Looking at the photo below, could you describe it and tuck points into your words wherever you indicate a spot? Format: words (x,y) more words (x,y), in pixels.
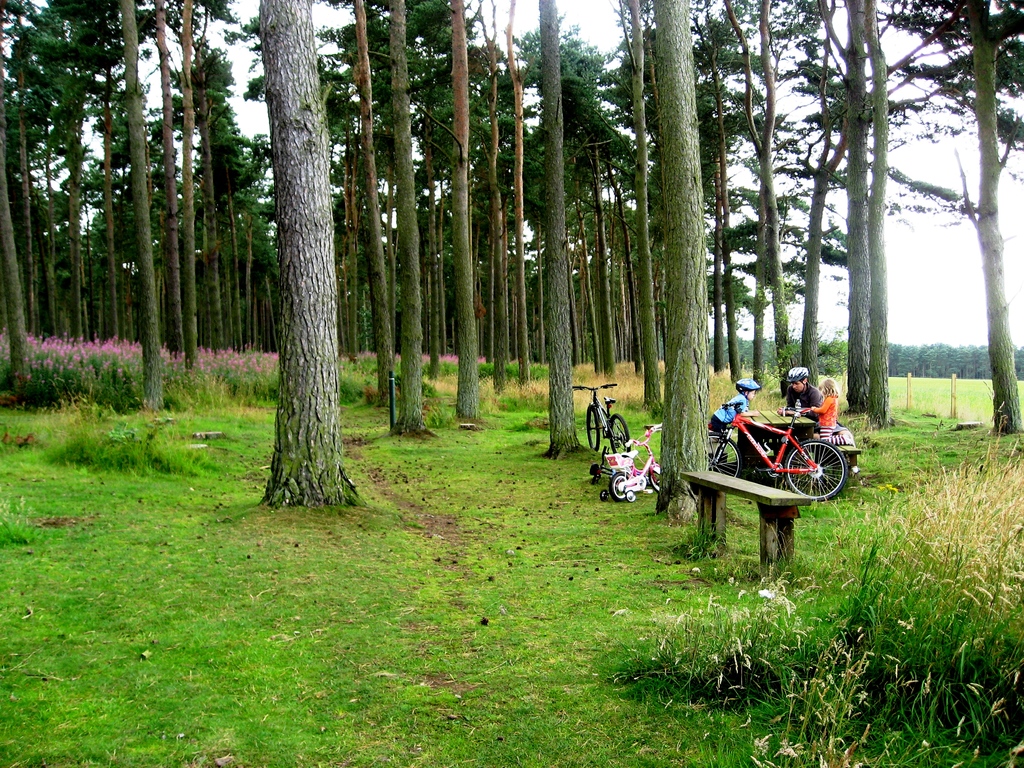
In this image we can see plants (10,404) and grass (473,557) on the ground (364,528). There are many trees (548,228). There are cycles (613,423). Also we can see table (785,423) and bench (834,448). There are three persons (744,395). Two persons (735,405) are wearing helmets (791,374). In the background (832,242) there is sky (839,282).
